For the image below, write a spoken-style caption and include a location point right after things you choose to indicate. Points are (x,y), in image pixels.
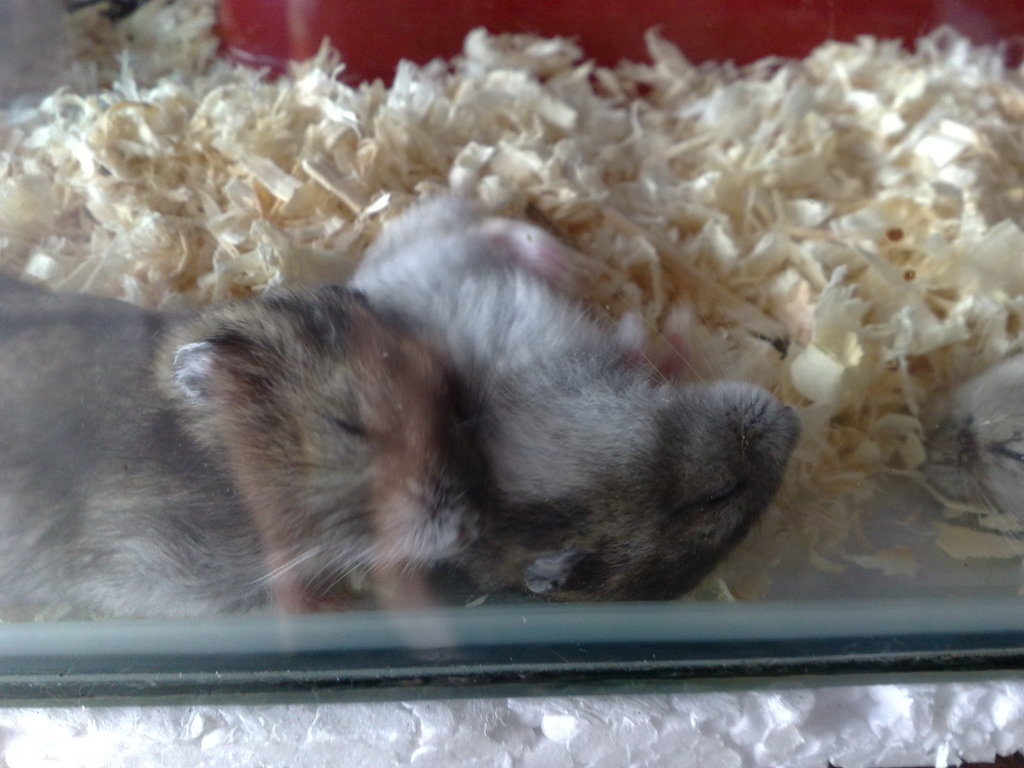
In this picture there is a thermocol (509,723) at the bottom side of the image (482,717) and there is a glass (621,614) in the center of the image (478,435), there are hamsters (500,434) inside the glass (328,365), it seems to be some items (505,156) behind the hamsters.
